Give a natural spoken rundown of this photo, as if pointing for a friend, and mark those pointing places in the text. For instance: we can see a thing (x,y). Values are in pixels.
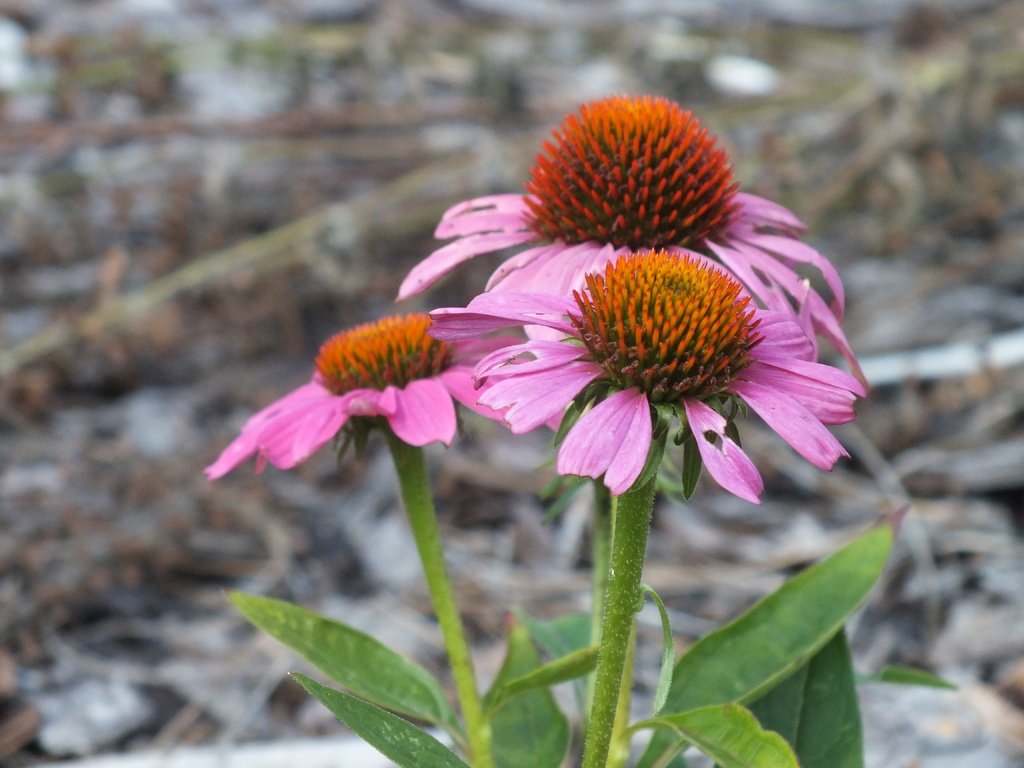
In the foreground of the picture (514,358) there are flowers (636,439), leaves (671,711) and stems (613,573). The background (96,678) is blurred.
